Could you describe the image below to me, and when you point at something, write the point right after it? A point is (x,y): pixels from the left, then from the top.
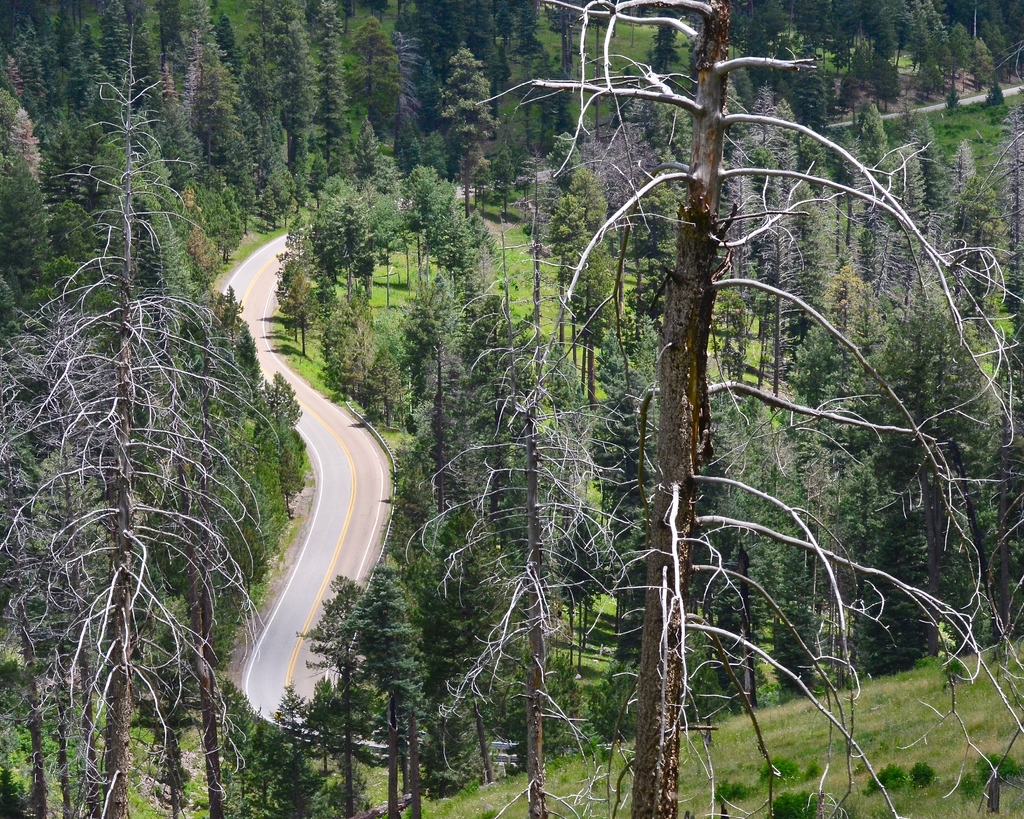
In this image in the front (653,510) there is a tree (662,456) and in the center (637,508) there are trees (411,680), there's grass (900,735) on the ground (835,734). In the background (273,185) there are trees (418,140) and there is a road (249,321) and there's grass (513,257) on the ground (950,134).
